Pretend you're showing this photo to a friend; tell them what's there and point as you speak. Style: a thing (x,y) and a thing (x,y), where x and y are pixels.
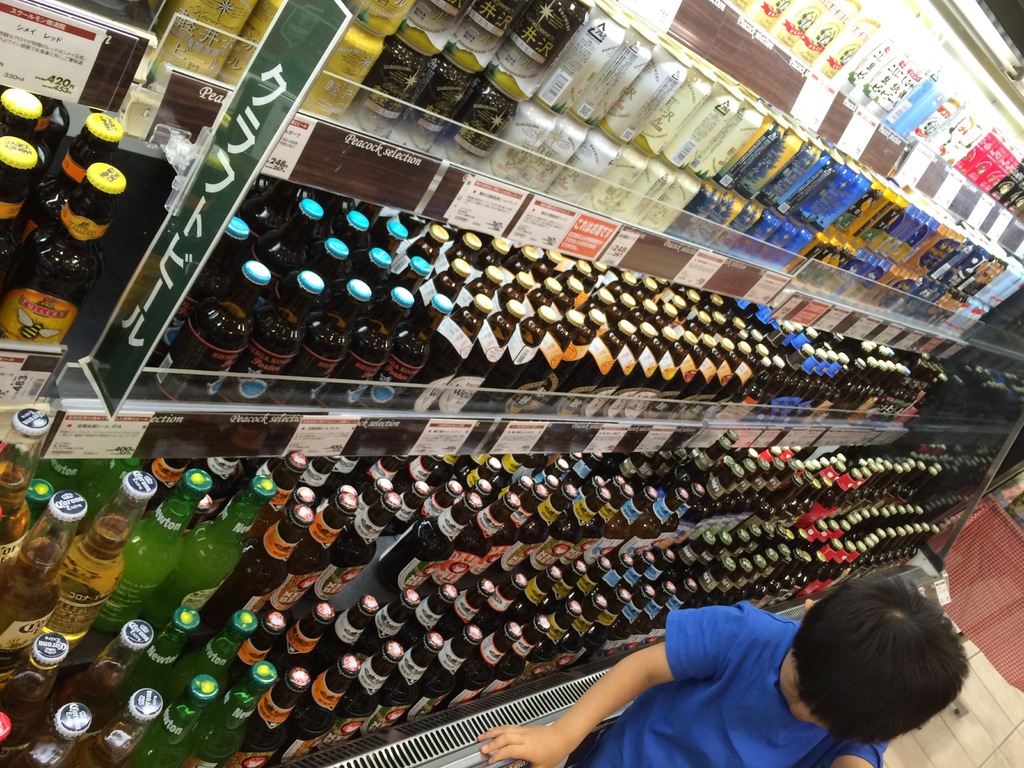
In this image we can see the person (817,672) standing on the floor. At the back (994,568) there is the cloth (984,583) and there are racks (396,177), in that there are different types of bottles (96,232) and stickers (296,445) attached to the racks (783,423).
